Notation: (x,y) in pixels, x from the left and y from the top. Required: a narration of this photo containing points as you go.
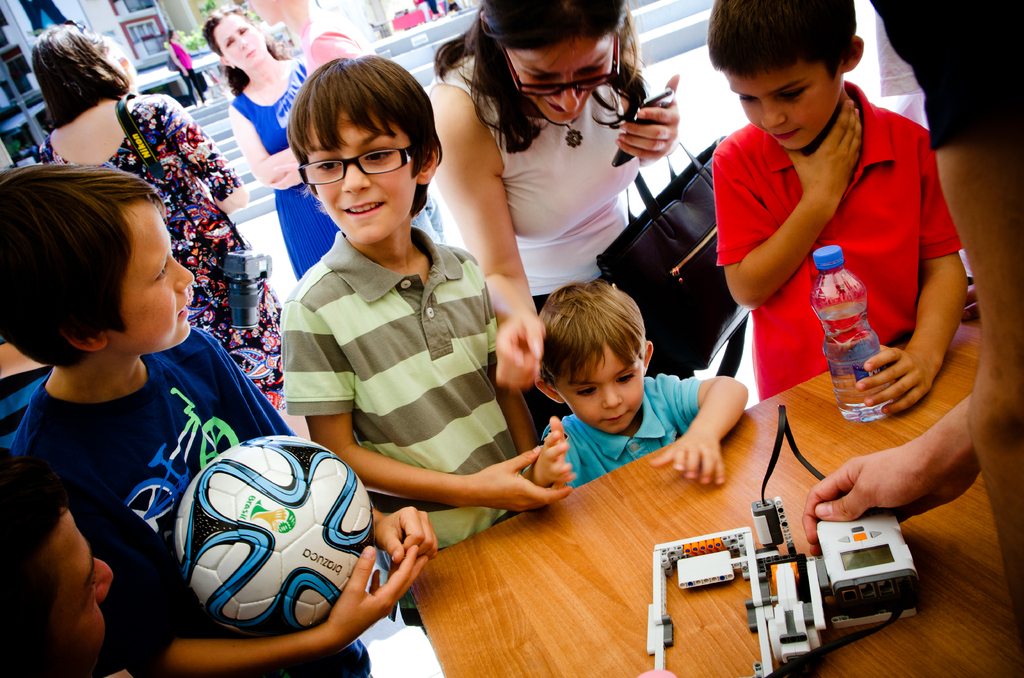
This image is taken in outdoors. There are few kids (797,212) and women (181,167) in this image. In the right side of the image (1006,377) there is a table (659,500) and a man (956,128) standing near the table (929,557) holding a thing (752,611) in his hand (869,491) and there is a water bottle (852,339) on the table (816,460). In the left side of the image (18,235) a boy (404,536) is standing and holding a football (242,555) in his hand (384,595). In the background (14,100) there are few buildings (124,19) with windows (28,87) and doors (27,73) and a woman (306,226) is standing.
